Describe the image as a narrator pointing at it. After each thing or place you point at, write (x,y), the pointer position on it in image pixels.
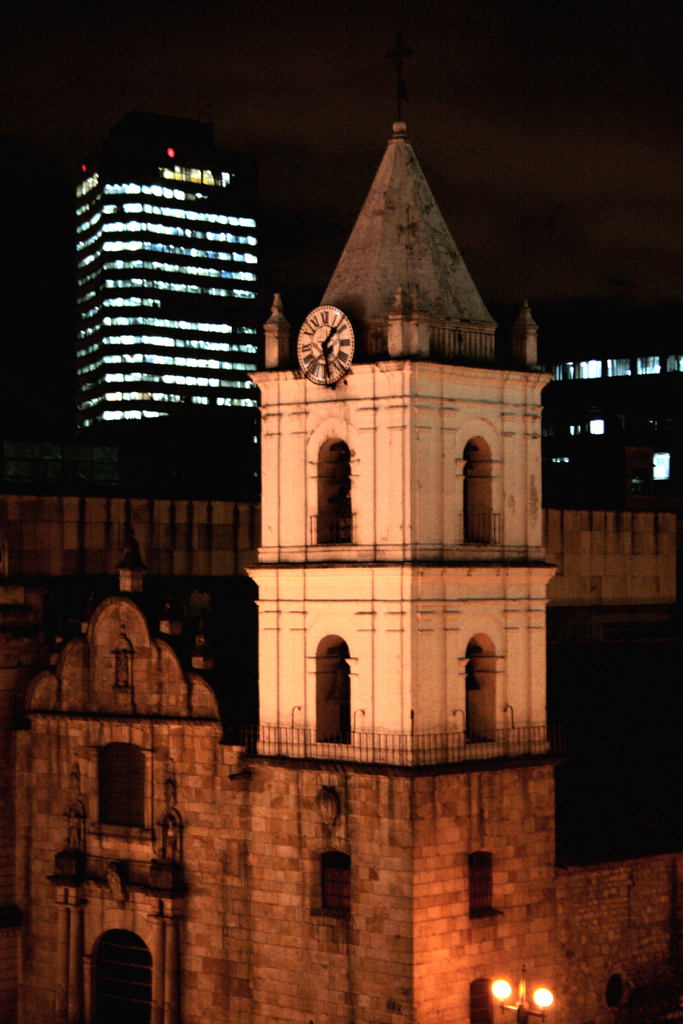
In this image we can see a building (58,792), windows (346,709), doors (474,1000), lights (505,986) on the pole (521,995) and clock (323,340) on the wall (291,688). In the background (118,310) the image is dark but we can see buildings (134,284), lights (117,299) and sky (527,214).
